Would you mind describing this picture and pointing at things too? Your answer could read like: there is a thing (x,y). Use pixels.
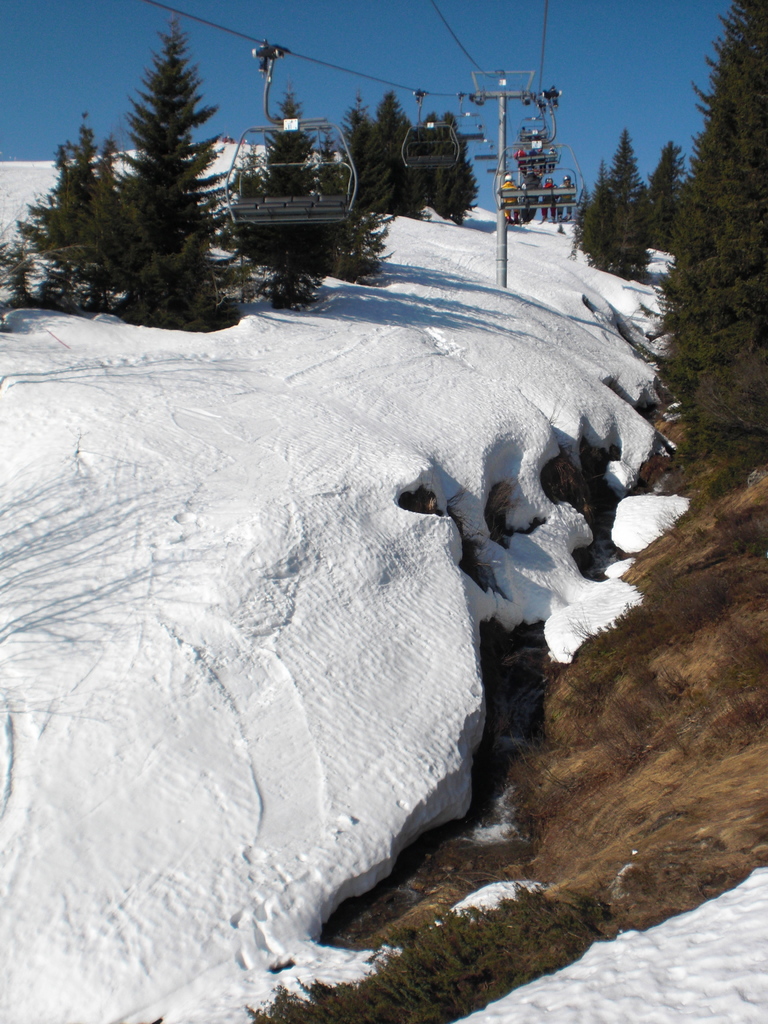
In this image I can see ground (387,450) full of snow (338,441). I can also see number of trees (380,257), rope ways (544,50), wires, a pole (502,110) and in the background (472,91) I can see the sky (578,156).
